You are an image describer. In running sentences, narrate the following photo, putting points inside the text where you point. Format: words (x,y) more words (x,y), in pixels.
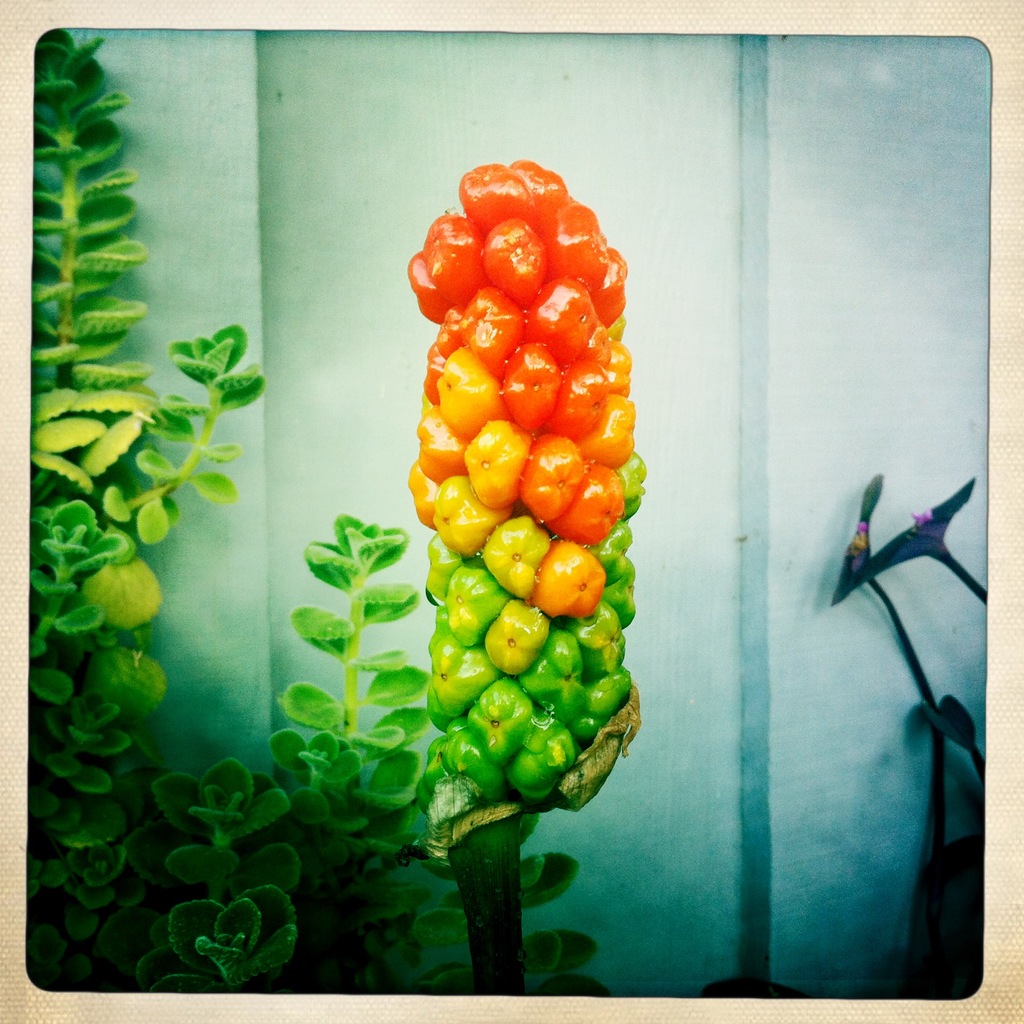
It is an edited image, there are many berries (536,632) attached with one another on a stalk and on the left side (51,541) there are some plants (92,693) and in the background (655,600) there is a wall (671,316) and on the right side (928,535) two stems (914,541) are kept in front of the wall (915,747).
